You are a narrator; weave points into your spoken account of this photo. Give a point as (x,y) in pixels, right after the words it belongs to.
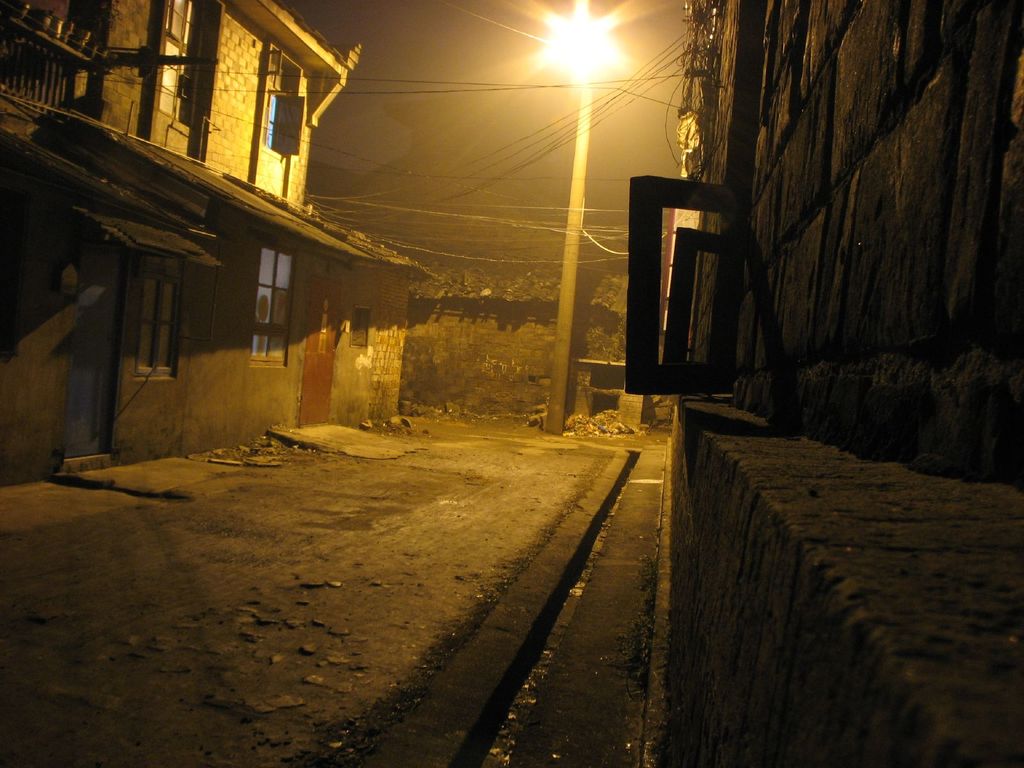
In this image we can see some buildings (624,408) with windows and the pathway (349,518). We can also see some stones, a street pole (564,369), some wires (531,206) and the sky (498,187).
